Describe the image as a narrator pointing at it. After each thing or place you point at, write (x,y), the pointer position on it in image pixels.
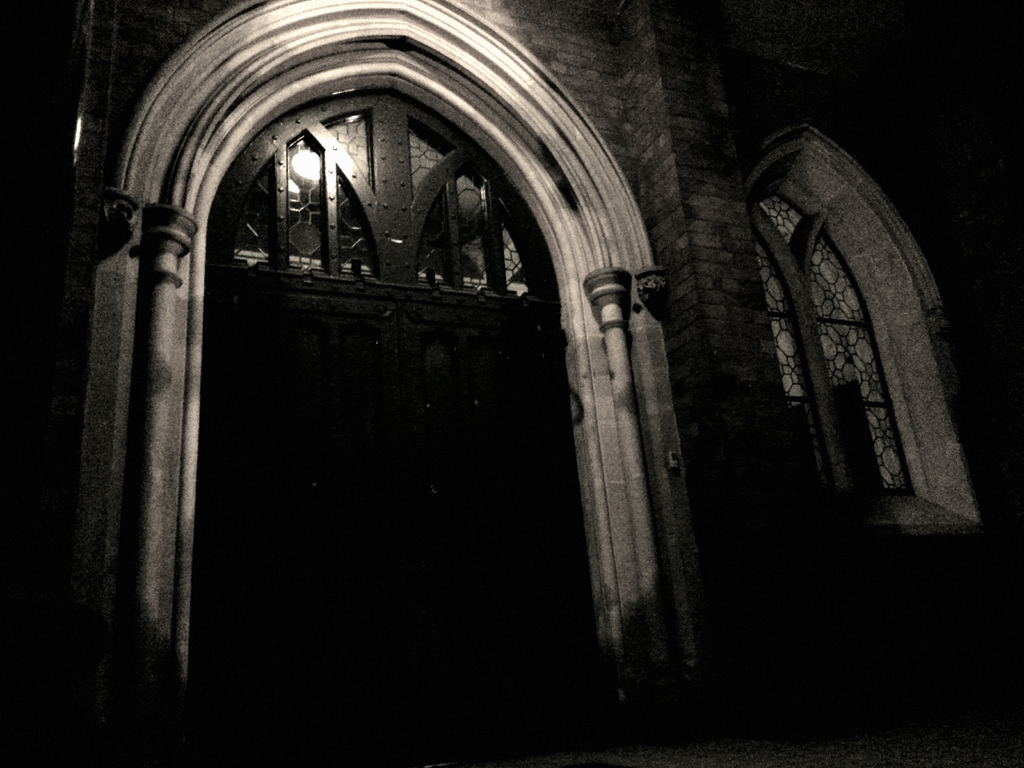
This is a black and white picture, there is door (390,291) and window (840,302) in the front (473,460) with a light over the top.
